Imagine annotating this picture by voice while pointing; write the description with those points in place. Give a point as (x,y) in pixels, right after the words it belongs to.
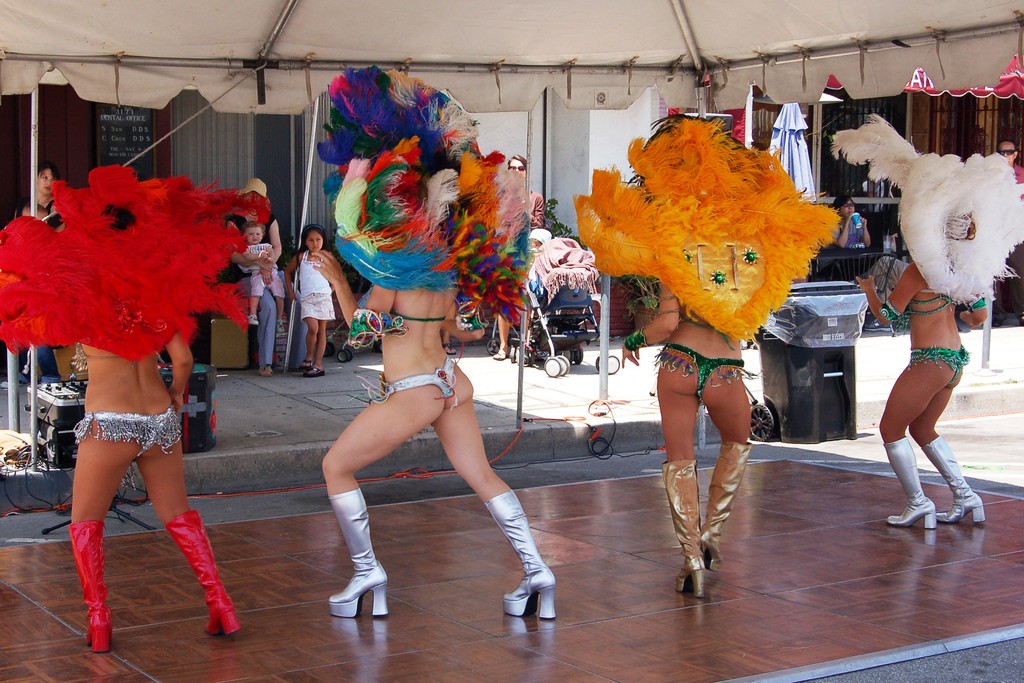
In this image we can see four persons (678,454) are dancing on the floor (484,535). Here we can see a bin (767,387), stroller (576,281), devices (41,384), poles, tent (579,17), people (327,313), and objects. In the background (549,210) we can see plants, board (104,120), and wall (598,145).
